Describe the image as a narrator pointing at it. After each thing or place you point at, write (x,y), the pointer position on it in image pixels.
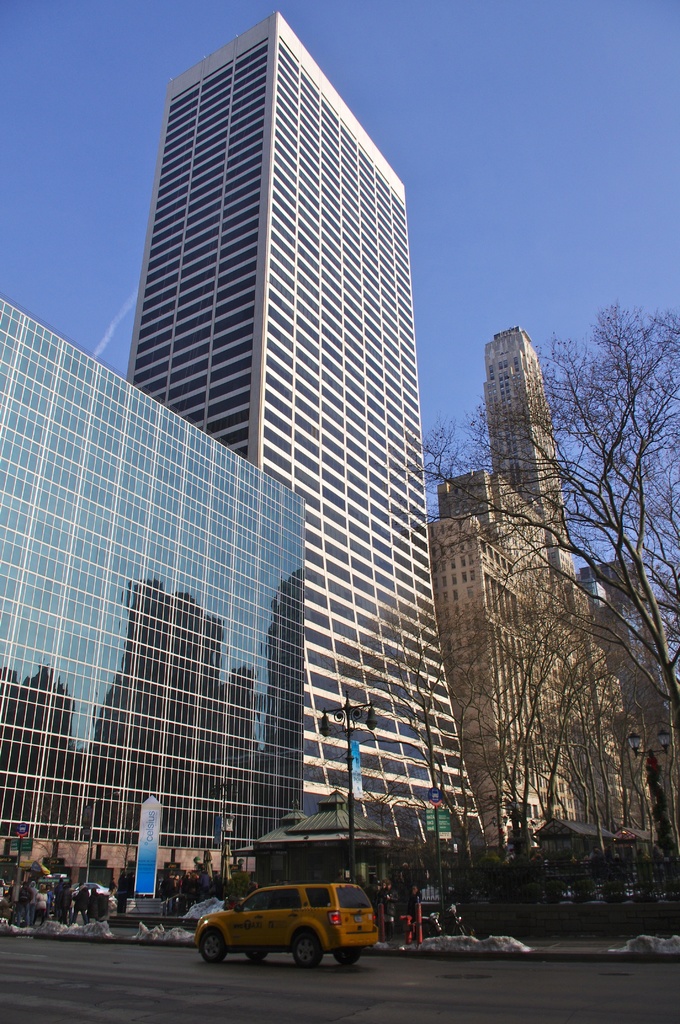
In the center of the image (317,419) there are buildings (410,510). At the bottom (292,910) there is a car (296,919) and shed (346,868). We can see poles (372,708). In the background (415,732) there are trees (429,747) and sky (417,39).
